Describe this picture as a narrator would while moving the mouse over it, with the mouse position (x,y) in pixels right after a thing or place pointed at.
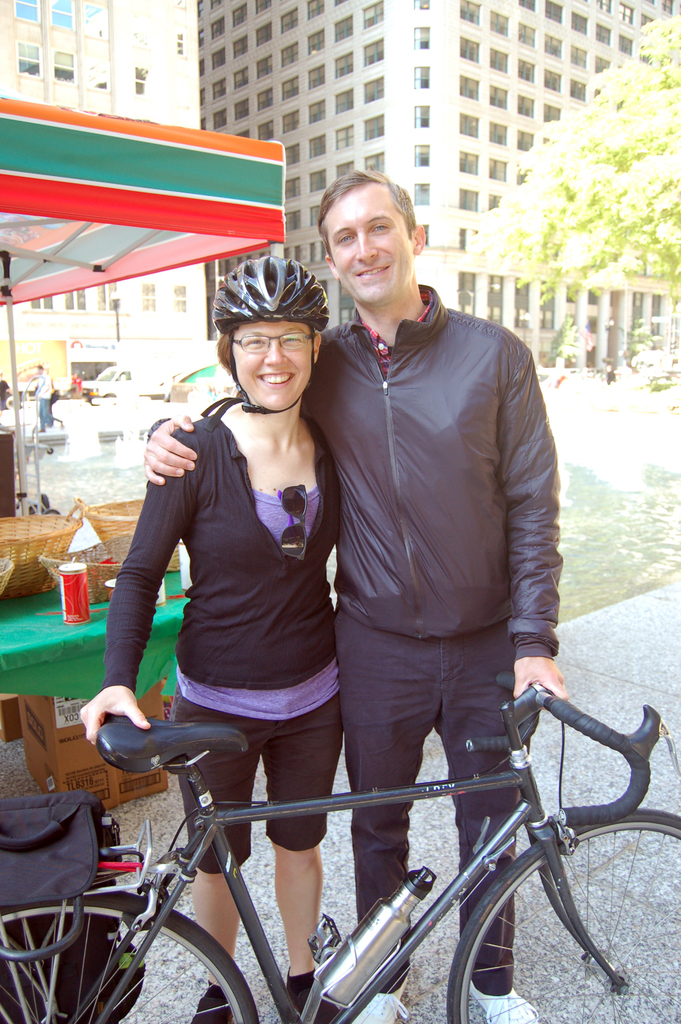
In this picture I can see a man (504,601) and a woman (256,675) standing in front (120,637) and I see that they're smiling. I can also see that they're holding a cycle (173,754). In the background (129,341) I can see few buildings (4,56) and few cars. On the left side of this image (18,134) I can see few boxes (7,734), a colorful cloth (98,237) and 2 baskets (31,523). I can also see the leaves (539,235) on the right side of this picture (583,202).
